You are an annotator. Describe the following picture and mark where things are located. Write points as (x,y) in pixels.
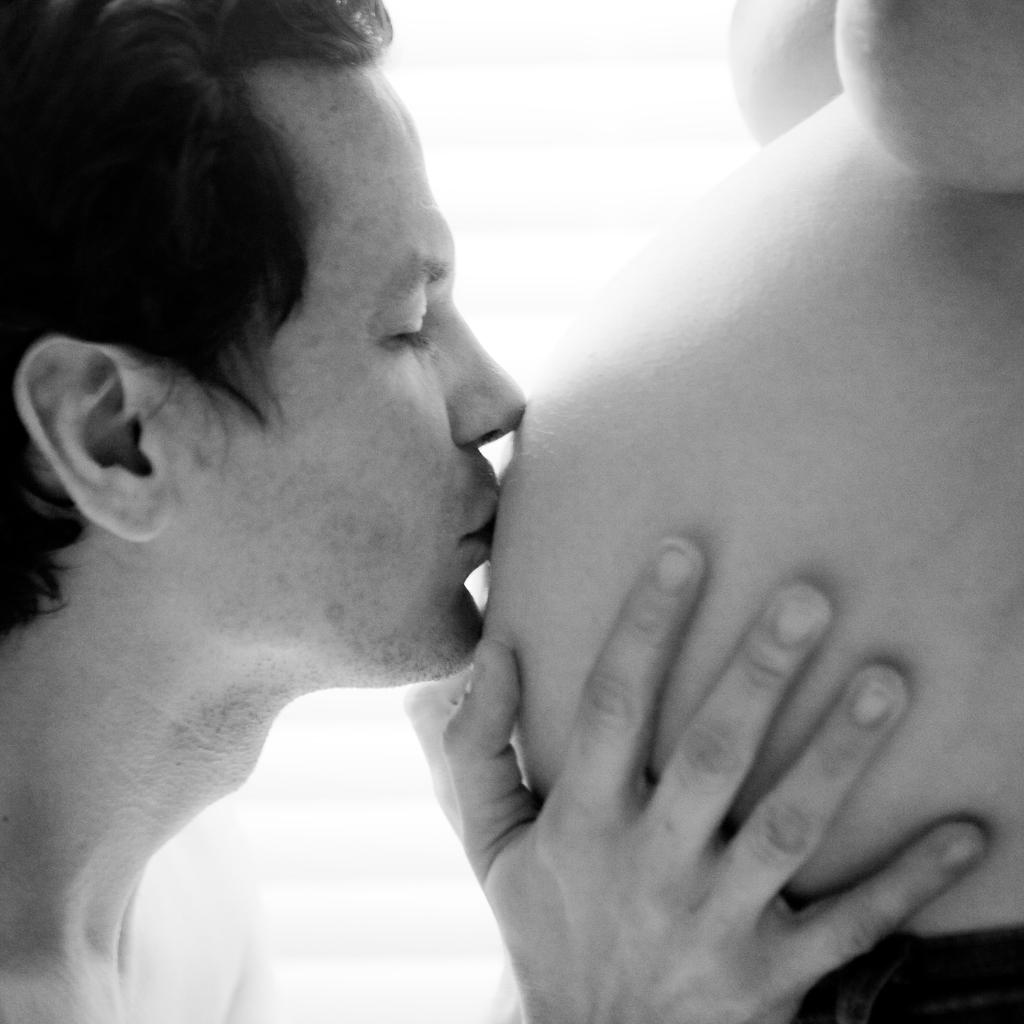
In this picture we can see two persons (898,649) where a man (348,473) kissing a stomach (543,528).
